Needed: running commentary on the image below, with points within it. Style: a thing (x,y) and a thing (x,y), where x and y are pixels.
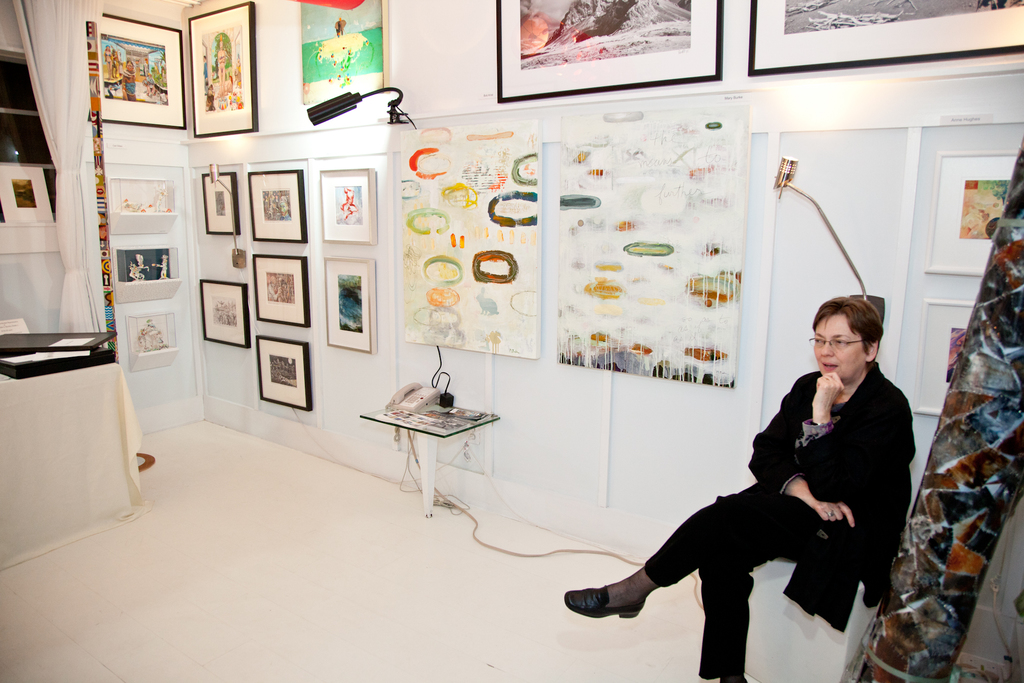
This picture shows bunch of photo frames (547,16) on the wall (1005,136) and we see a woman (716,510) seated, She wore a black color dress (714,504) and we see a telephone (432,399) on the table (442,406) and we see a curtain (63,263).
